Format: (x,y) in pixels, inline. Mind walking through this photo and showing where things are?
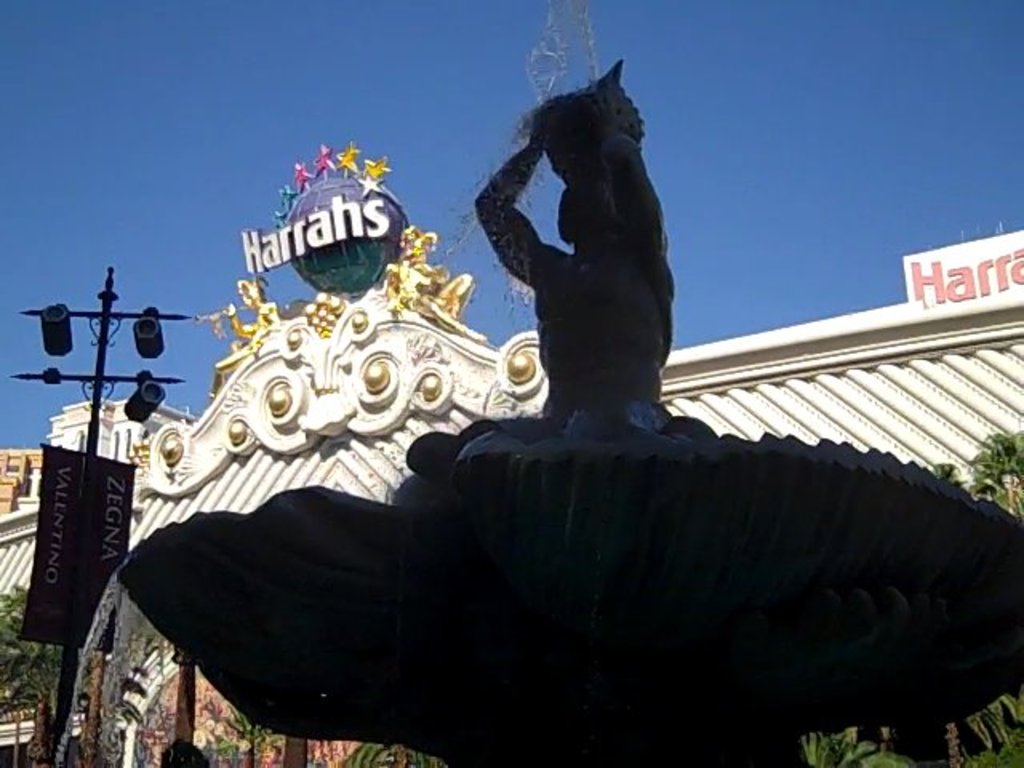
In this image we can see a fountain (567,302), also we can see some buildings (255,356), on the building (246,428) we can see the text (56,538), there are trees (49,657), lights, pole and a board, in the background (62,362) we can see the sky (165,302).
